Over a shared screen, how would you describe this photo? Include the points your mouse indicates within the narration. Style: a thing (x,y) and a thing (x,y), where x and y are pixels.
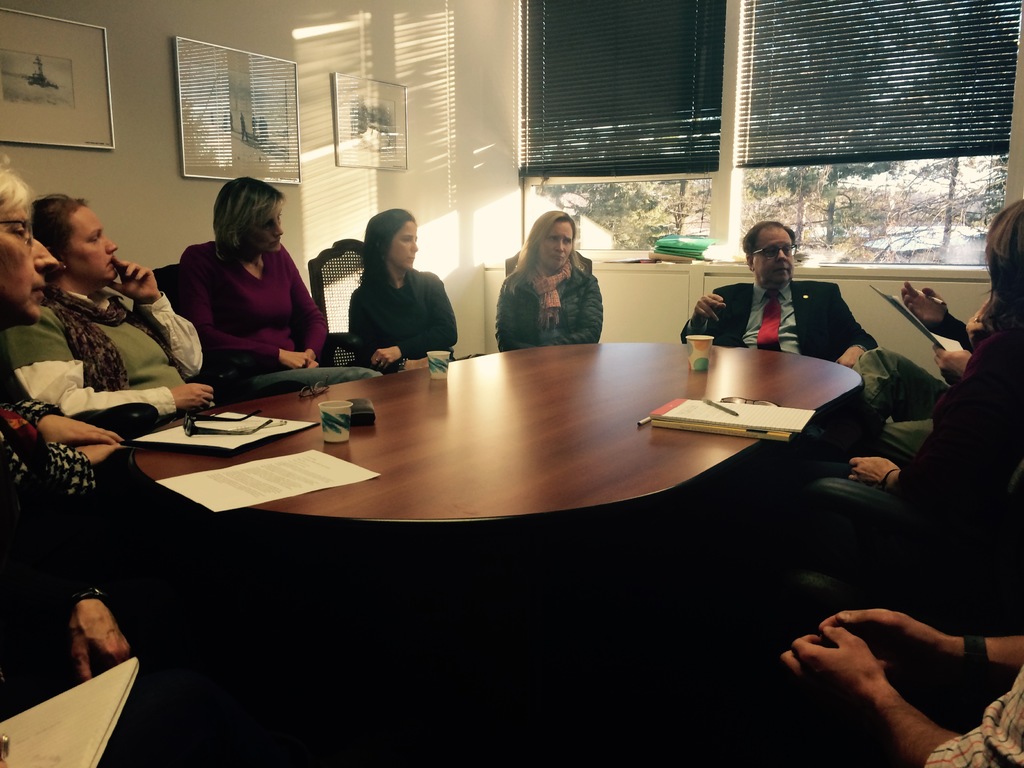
Here are group of people (56,340) sitting on the chairs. This is a wooden table (472,465) with papers (285,426), book (702,428), cups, spectacles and a box (363,409) placed on the table (467,450). These are the photo frames (234,100) attached to the wall (369,52). This is a window (702,198) covered with green color sheet (717,108). Here I can see an object (698,245) which is green in color near by a window (675,225).
